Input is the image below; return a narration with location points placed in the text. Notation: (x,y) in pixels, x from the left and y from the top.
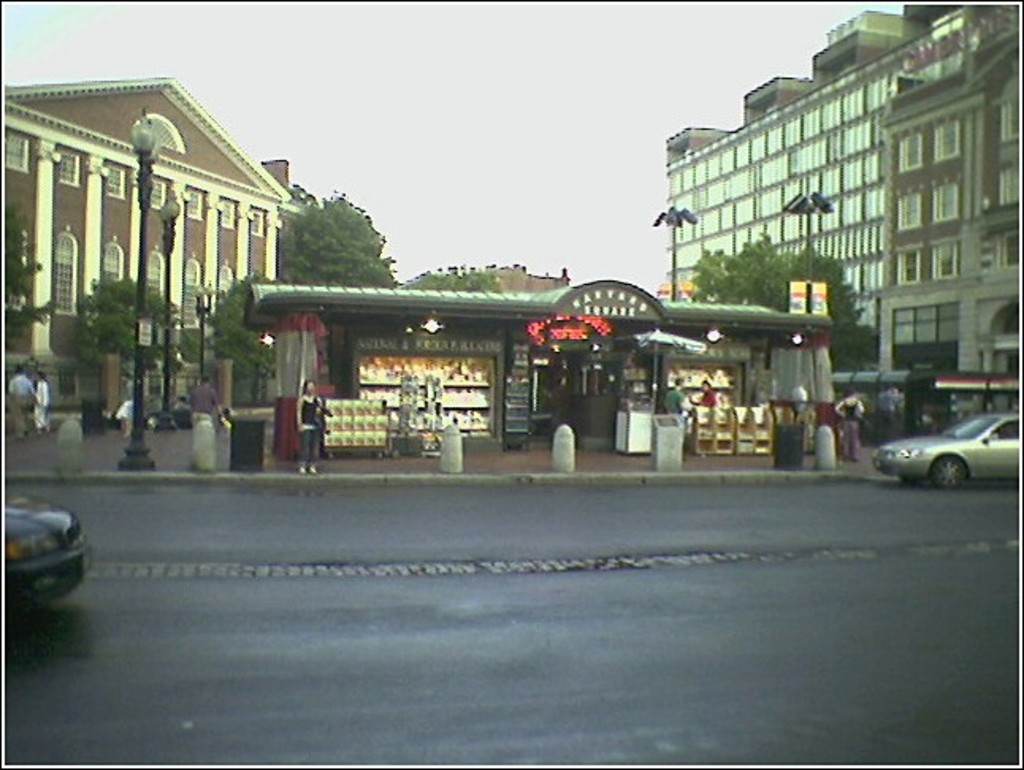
This picture is clicked in the city (410,597). Here, we see cars (958,472) moving on the road (715,671). Beside that, we see people (198,399) standing on sidewalks (465,463) and we even see street lights (141,451). Behind them, we see a shop (511,425) and there are many trees (17,242) and buildings (222,285) in the background (265,278). At the top of the picture (529,199), we see the sky (558,238) and at the bottom of the picture (587,539), we see the road (520,539).
